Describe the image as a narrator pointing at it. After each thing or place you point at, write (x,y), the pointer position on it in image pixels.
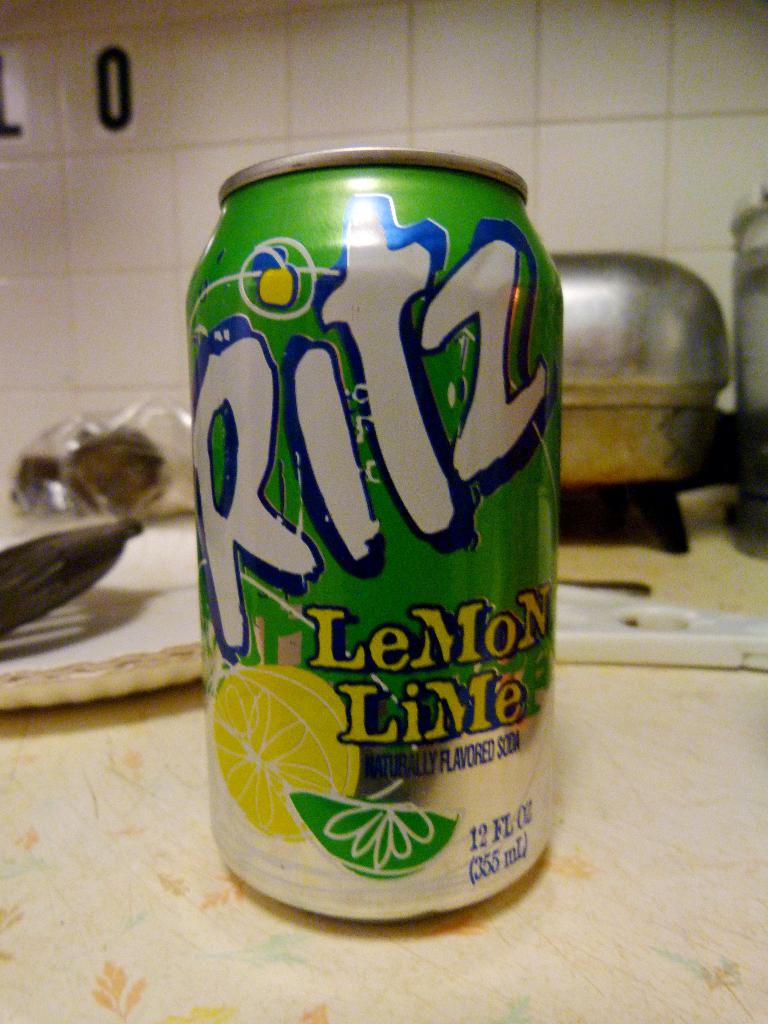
In this picture there is a tin (419,419) and there are disposable plates (67,699) and there are utensils (685,357) on the table (714,676). At the back (165,41) there are tiles (224,53) on the wall (309,93).
